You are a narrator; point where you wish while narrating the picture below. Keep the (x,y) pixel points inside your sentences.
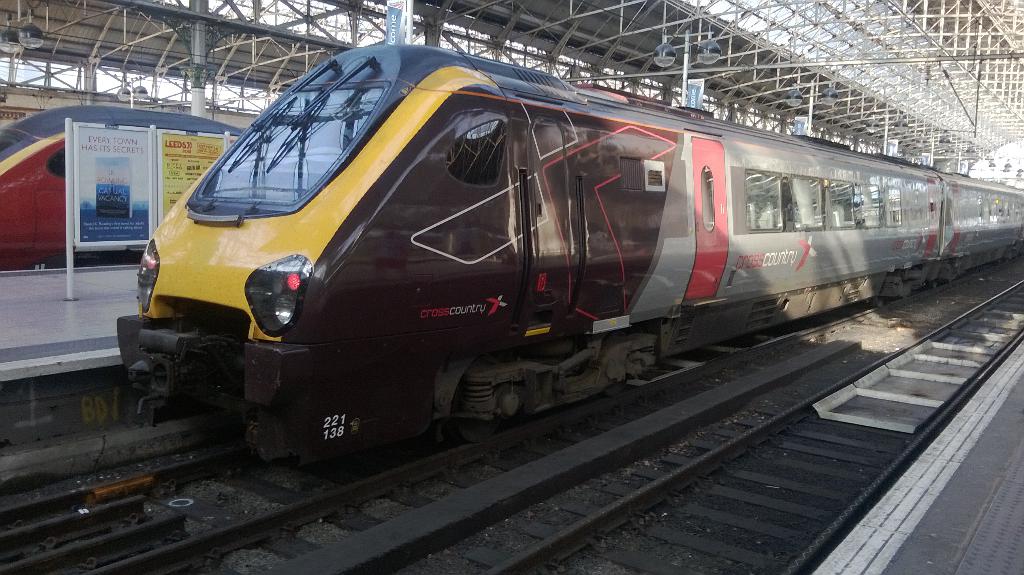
In the image there are railway tracks (273,562) and there is a train (831,145) on the railway track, behind the train (156,267) there is a platform (50,307) and on the platform (117,307) there are two boards (148,166) and above the train (379,228) there are many rods (358,7) under the roof (244,52).
